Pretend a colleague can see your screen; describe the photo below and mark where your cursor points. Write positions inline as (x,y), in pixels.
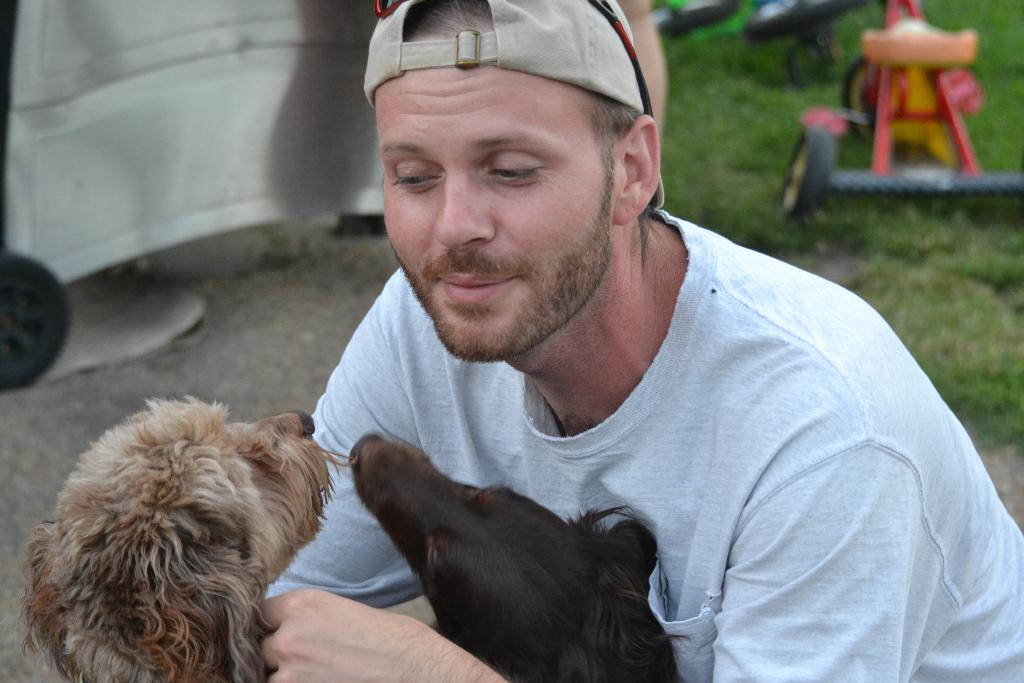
There is a man (496,279) in the picture wearing a white T-shirt (675,452). He's holding two puppies (203,541) here in his hands (347,639). In the background (865,132) there is a cycle (905,129).
